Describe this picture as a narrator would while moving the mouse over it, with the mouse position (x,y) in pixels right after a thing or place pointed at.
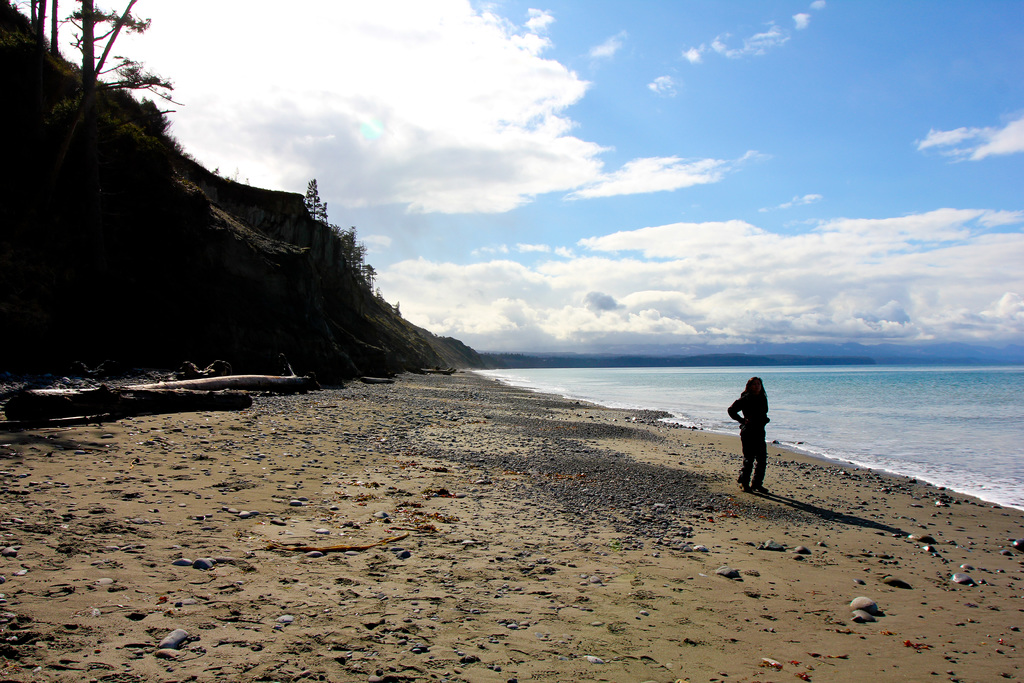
In the given picture, I can see an ocean (832,387) and women (751,452) standing, few stones (600,470), couple of trees (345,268), sky (283,174), clouds (660,163) finally a stones (626,513).
